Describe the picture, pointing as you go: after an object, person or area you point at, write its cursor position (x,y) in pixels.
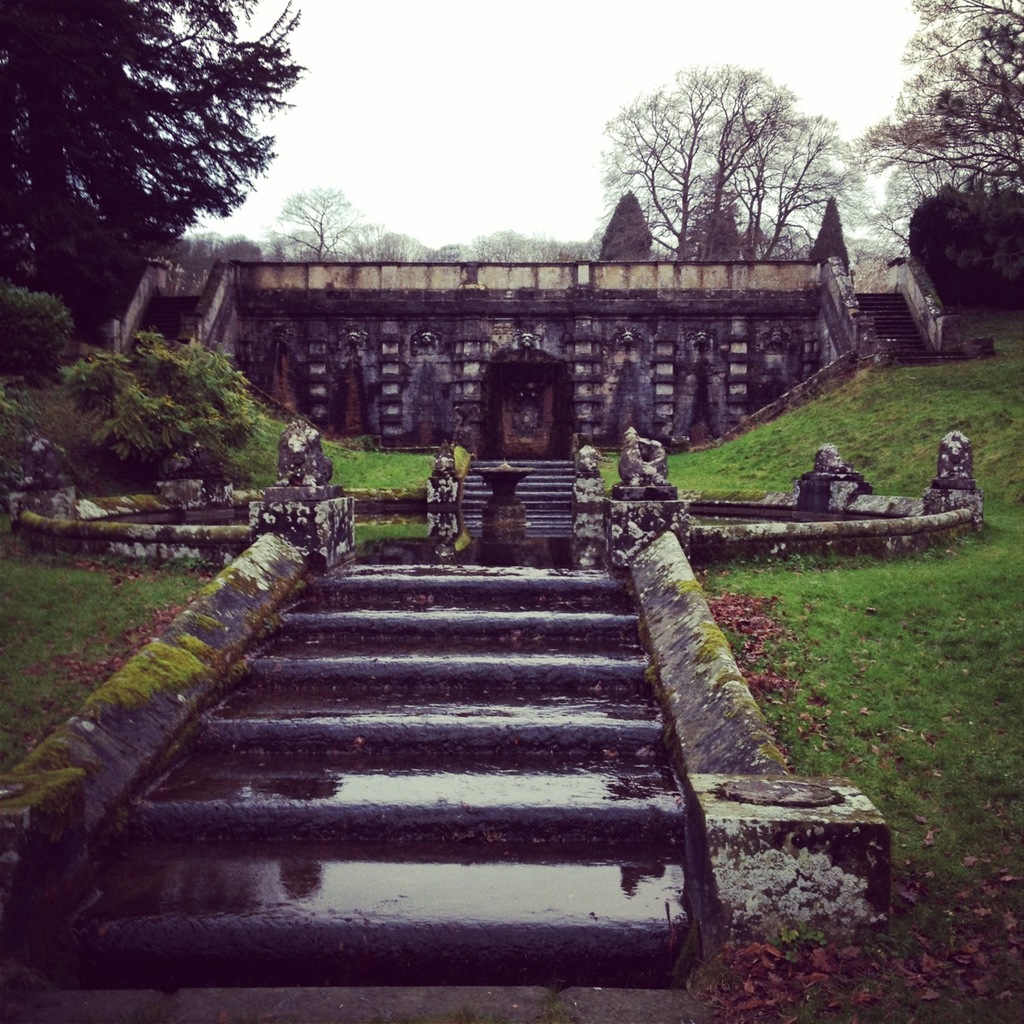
In this image there is grass (692,481). There are steps (538,484). There is a building (649,407). There are trees (939,142) in the background (939,142). There is a sky (560,108).
